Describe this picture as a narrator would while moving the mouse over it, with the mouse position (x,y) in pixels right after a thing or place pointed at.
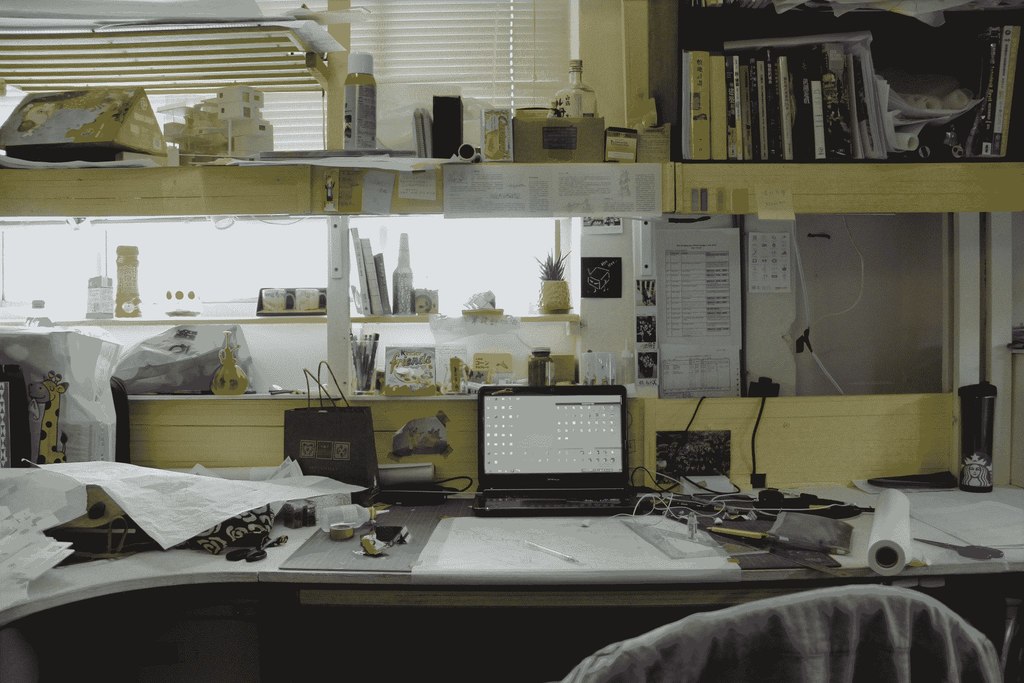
In this picture there is a laptop (570,482), bottle (361,511), bag (336,463), books (799,134), plant (551,272), sheet (673,276) and few objects (880,524). There is a chair (685,650).
